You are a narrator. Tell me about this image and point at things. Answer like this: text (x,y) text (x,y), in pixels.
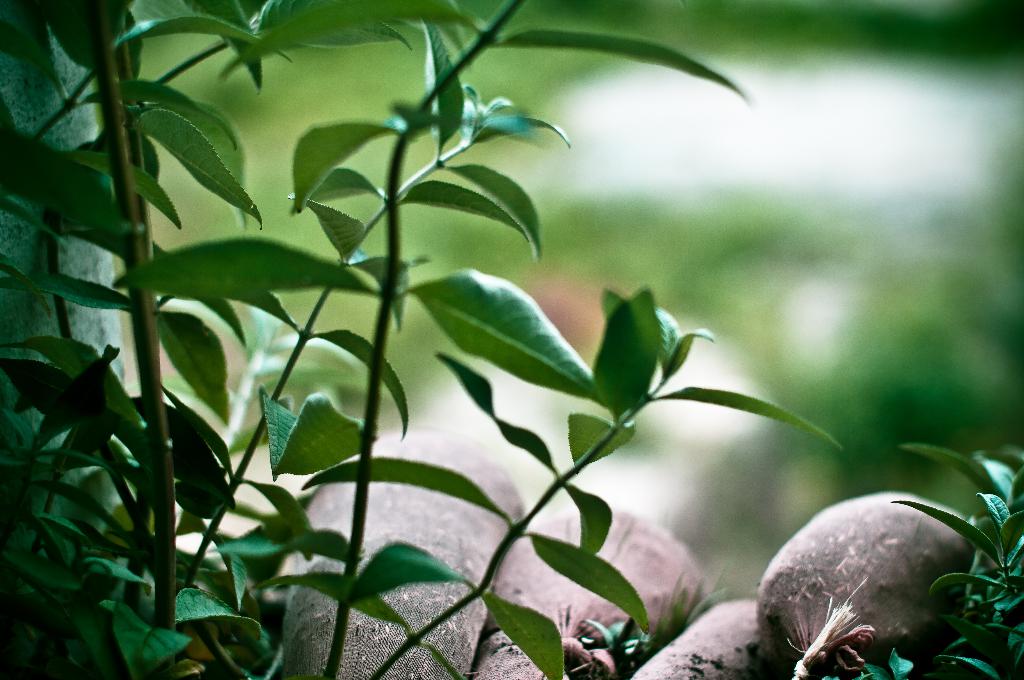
In this image we can see leaves (177,117), stems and few brown color things (592,600). The background (876,140) is blurry.
